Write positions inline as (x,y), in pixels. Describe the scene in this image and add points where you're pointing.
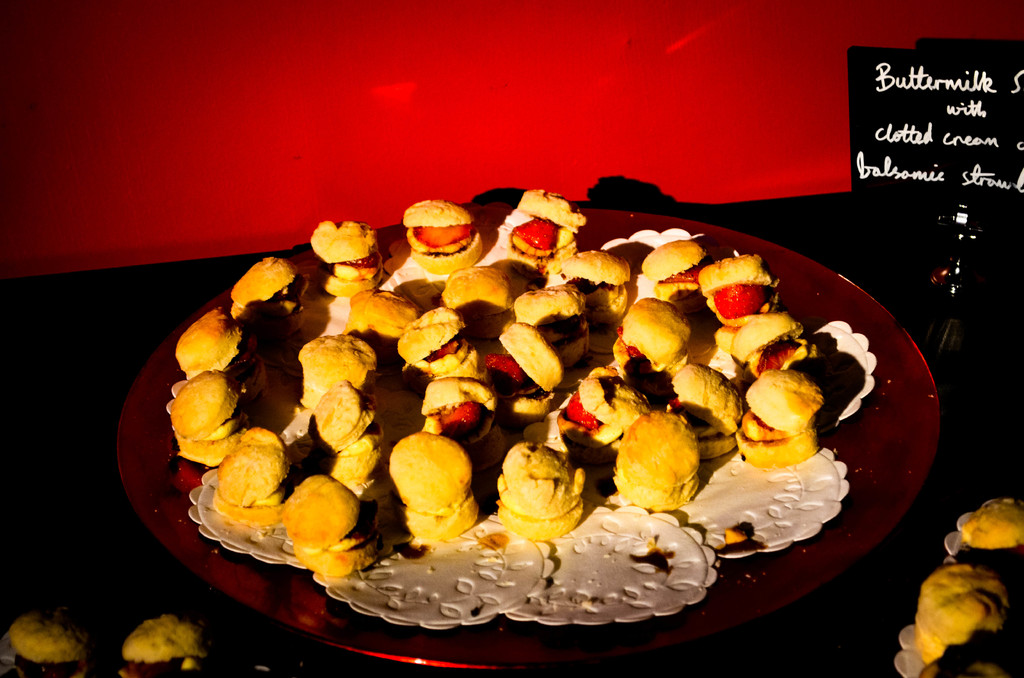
In this image there is a plate (452,639). There is food (543,398) on the plate (270,372). Beside the plate (854,292) there is a small board (952,180) with text (921,87) on it. Behind the plate (398,228) there's a wall (357,106).
